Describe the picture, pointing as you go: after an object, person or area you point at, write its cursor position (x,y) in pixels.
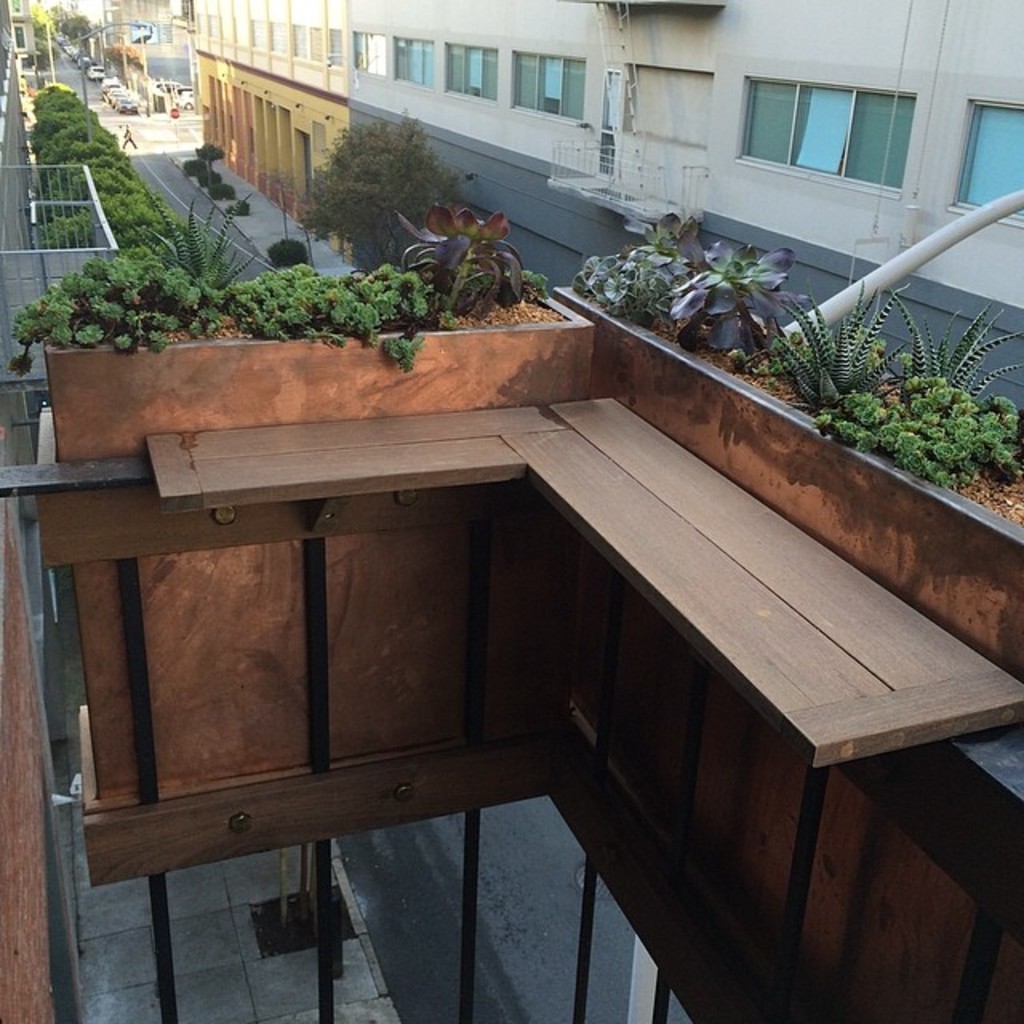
In this image we can see plants (67,94), grills (84,251), motor vehicles (129,98), buildings (603,159) and person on the road (162,173).
